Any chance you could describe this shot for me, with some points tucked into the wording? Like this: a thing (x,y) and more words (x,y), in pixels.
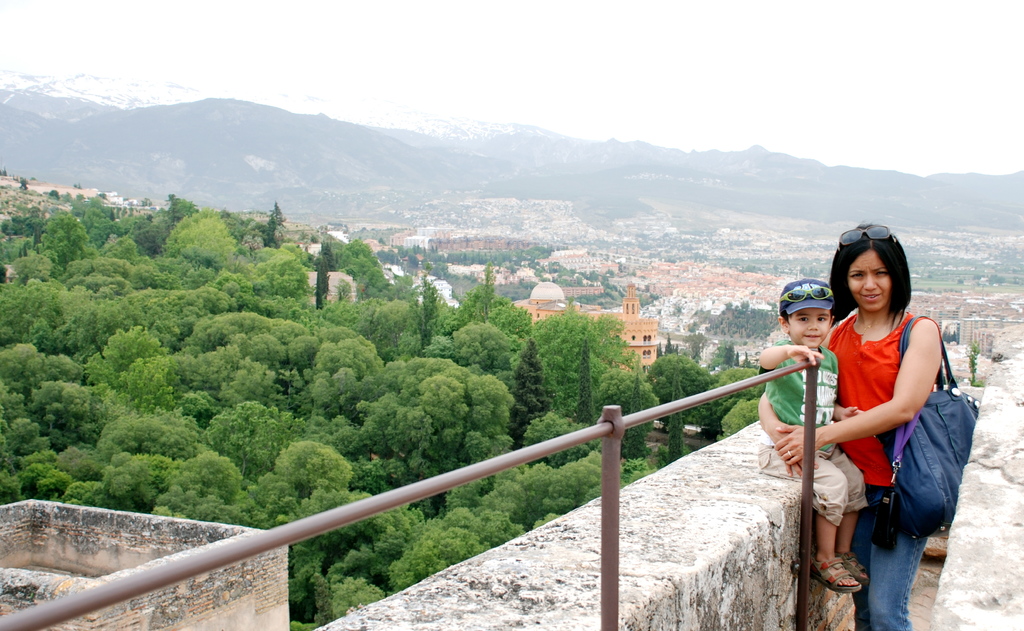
In this image we can see a woman (882,266) standing and wearing a handbag (927,440) and holding a boy (793,348), boy (788,364) is sitting on the wall (744,457) and holding iron railing (592,437) and in the background (370,449) there are trees (473,400), building (656,239), mountains (548,179) and sky (717,109).
